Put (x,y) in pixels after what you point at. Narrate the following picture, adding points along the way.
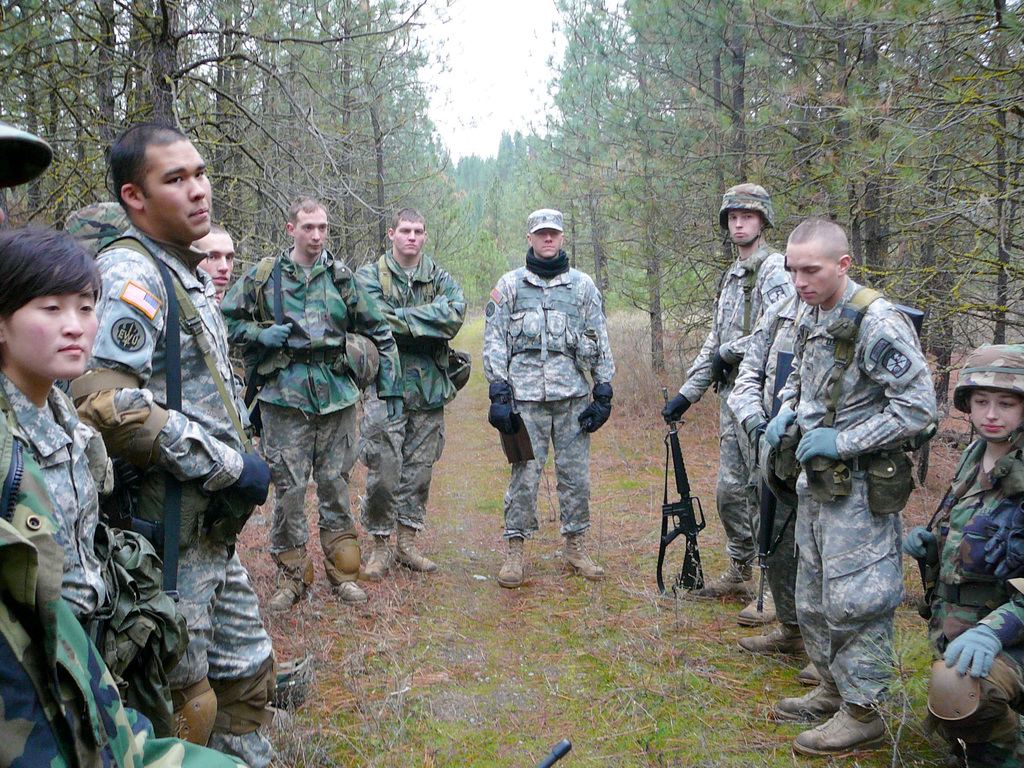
In the image is a group of people (787,404) standing. There are few people (730,410) with caps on their heads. There is a person (682,415) holding a gun (682,514). On the ground (708,539) there is grass (613,646). In the background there are trees (853,122).
